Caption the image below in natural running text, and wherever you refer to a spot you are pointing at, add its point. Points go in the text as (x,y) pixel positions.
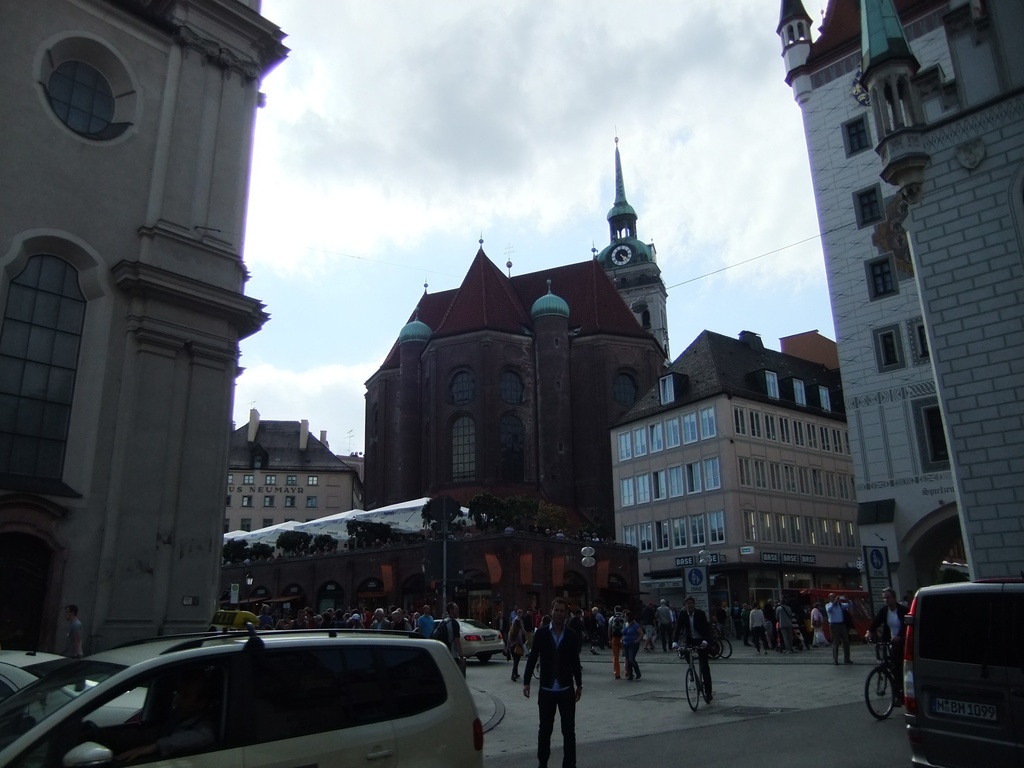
We can see vehicles (355,650) on the road (621,719) and there are people (529,648) and these people (706,647) are riding bicycles (877,665). In the background (536,575) we can see tent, plants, buildings (619,367) and sky (400,258) with clouds (331,242).
